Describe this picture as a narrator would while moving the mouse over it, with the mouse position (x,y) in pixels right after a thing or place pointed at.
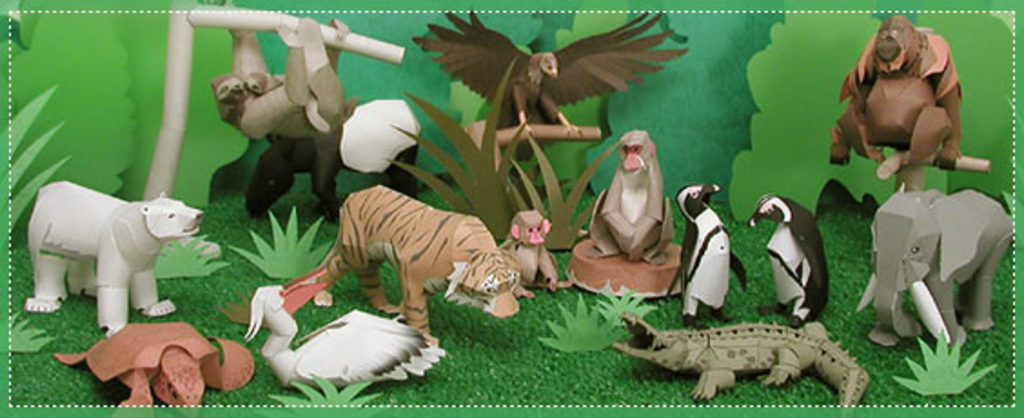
In this image there are so many animal toys (619,190) in the middle (516,268). On the ground (337,291) there is grass (940,369). It looks like an art.
